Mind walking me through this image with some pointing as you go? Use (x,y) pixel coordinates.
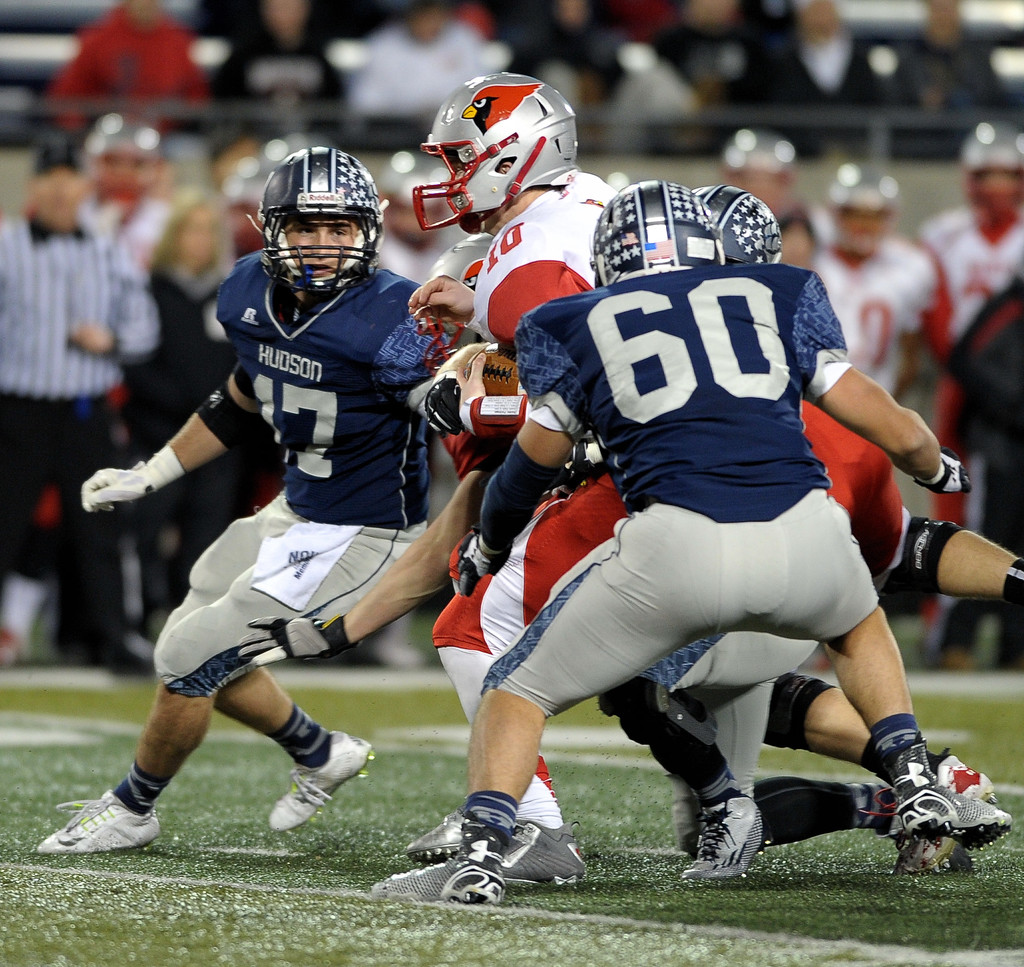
In this image we can see few people (479,342) wearing helmet (554,164) and gloves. There is a person (507,407) holding a ball (507,379). On the ground (416,902) there is grass (653,762). In the background (55,148) there are many people (393,75). And it is blurry in the background (118,288).
